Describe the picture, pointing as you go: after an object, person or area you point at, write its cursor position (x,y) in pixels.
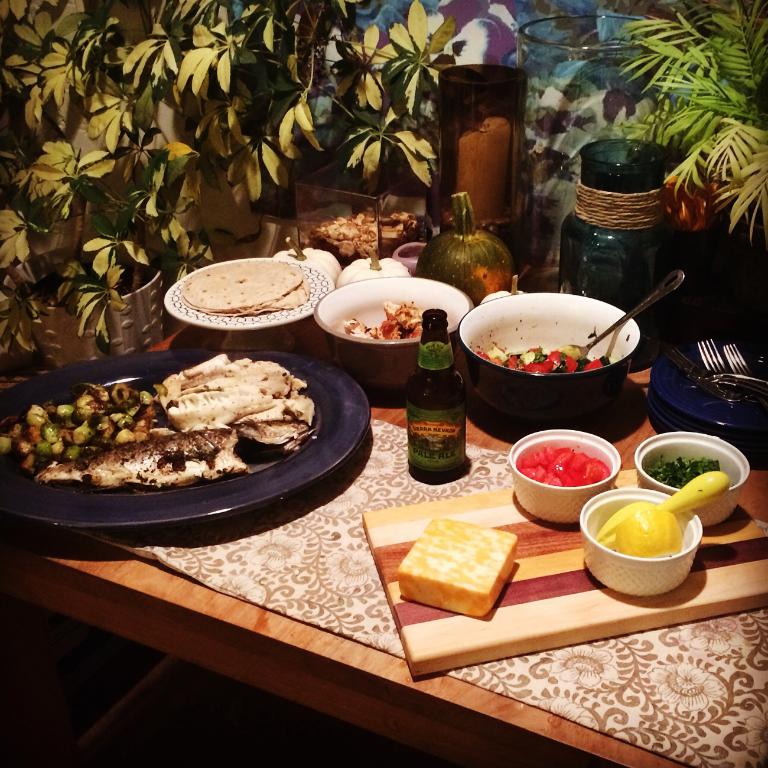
This pictures shows bottle (412,456) food (100,401) and bowls (518,391), cups (568,432) and couple of trees (360,116) on the table (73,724).
